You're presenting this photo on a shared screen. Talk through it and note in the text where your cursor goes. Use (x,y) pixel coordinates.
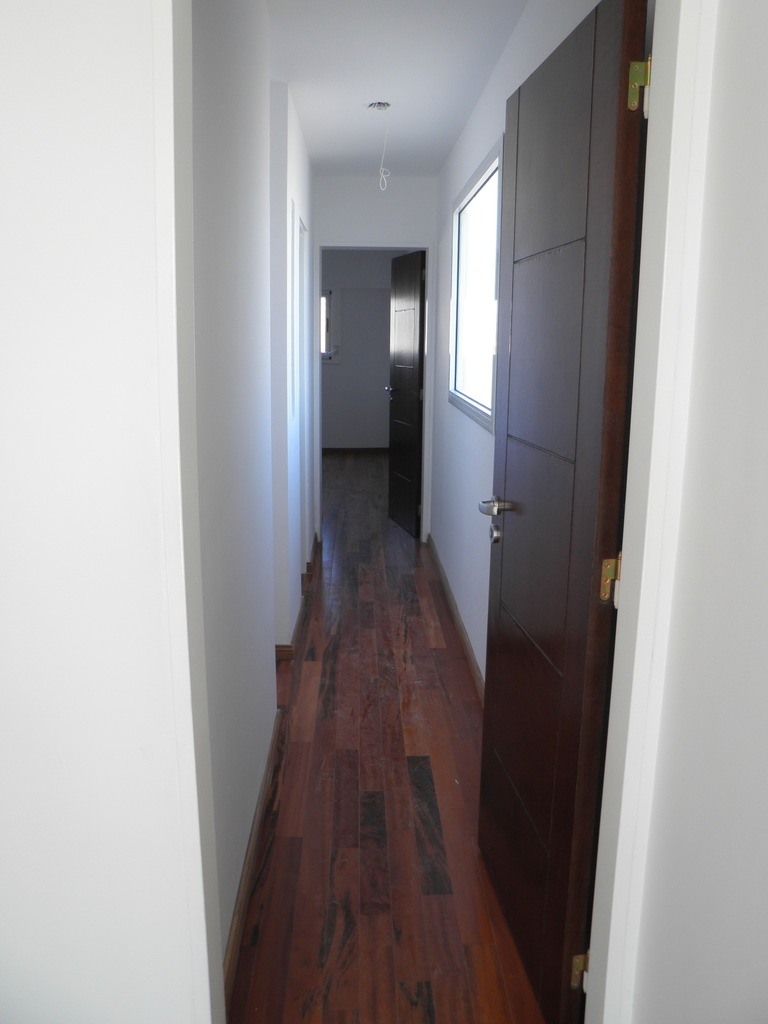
This image is taken from inside. In this image we can see there are two open doors (509,711), in between the doors (503,801) there is a glass window (472,310), on the other side there is a wall (231,552). At the top of the image (381,69) there is a ceiling (391,63). At the bottom (360,804) there is a floor (302,934).
